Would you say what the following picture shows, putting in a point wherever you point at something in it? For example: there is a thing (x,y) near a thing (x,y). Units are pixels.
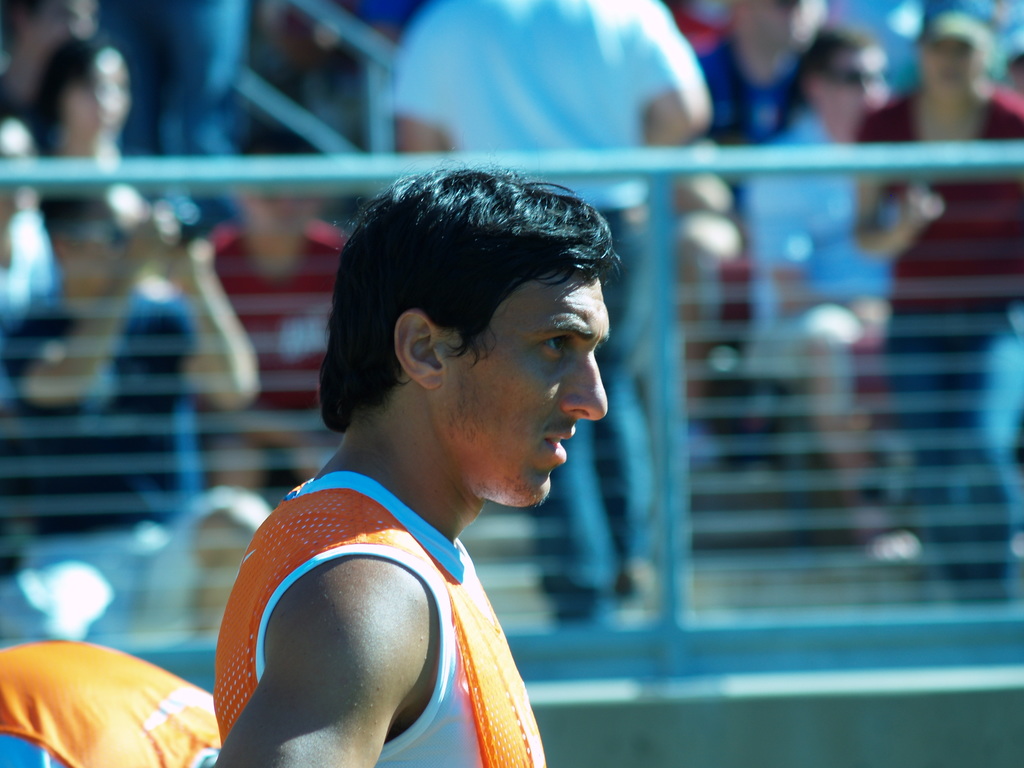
In this image, in the middle (474,468), we can see a man (477,464) wearing a orange color t shirt (478,724). On the left side (90,672), we can also see another person (110,659). In the background (167,178), we can see a metal grill (652,189), metal rod (181,174), group of people (819,260).
